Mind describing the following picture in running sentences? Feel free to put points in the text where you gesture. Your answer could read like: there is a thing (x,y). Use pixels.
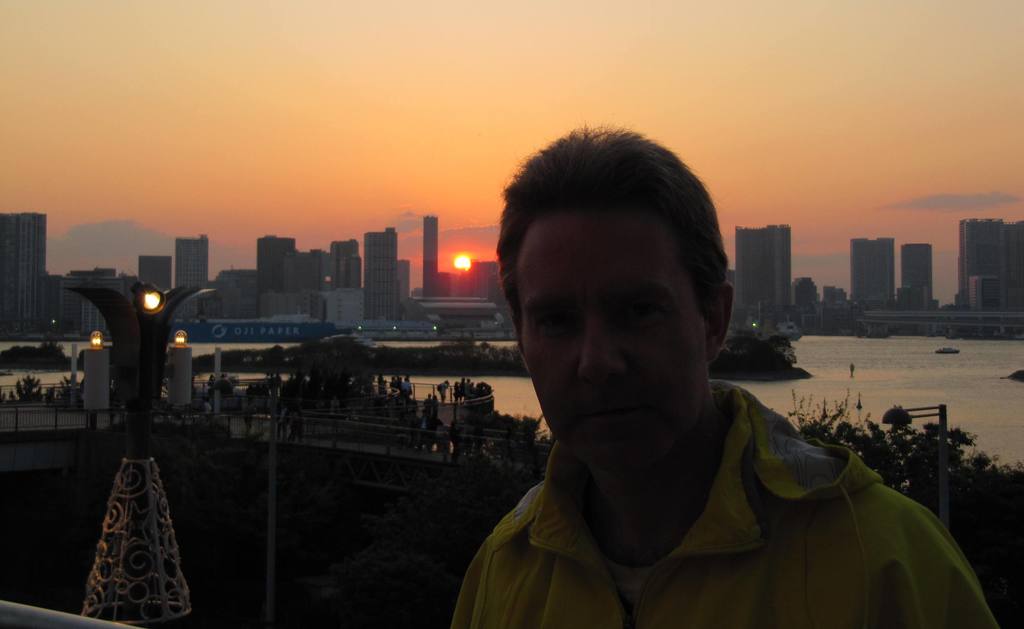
This is an outside view. On the right side (685,347) there is a man (646,535) wearing a jacket (608,599) and looking at the picture. On the left side (111,431) there is a bridge (259,423) on which I can see some people (442,386). On the right side (921,467) there are some trees (921,450) and a light pole (940,480) and also there is a sea (856,359). In the background (338,286) there are many buildings (788,286). At the top of the image (303,83) I can see the sky (370,156) along with the sun (469,266).
